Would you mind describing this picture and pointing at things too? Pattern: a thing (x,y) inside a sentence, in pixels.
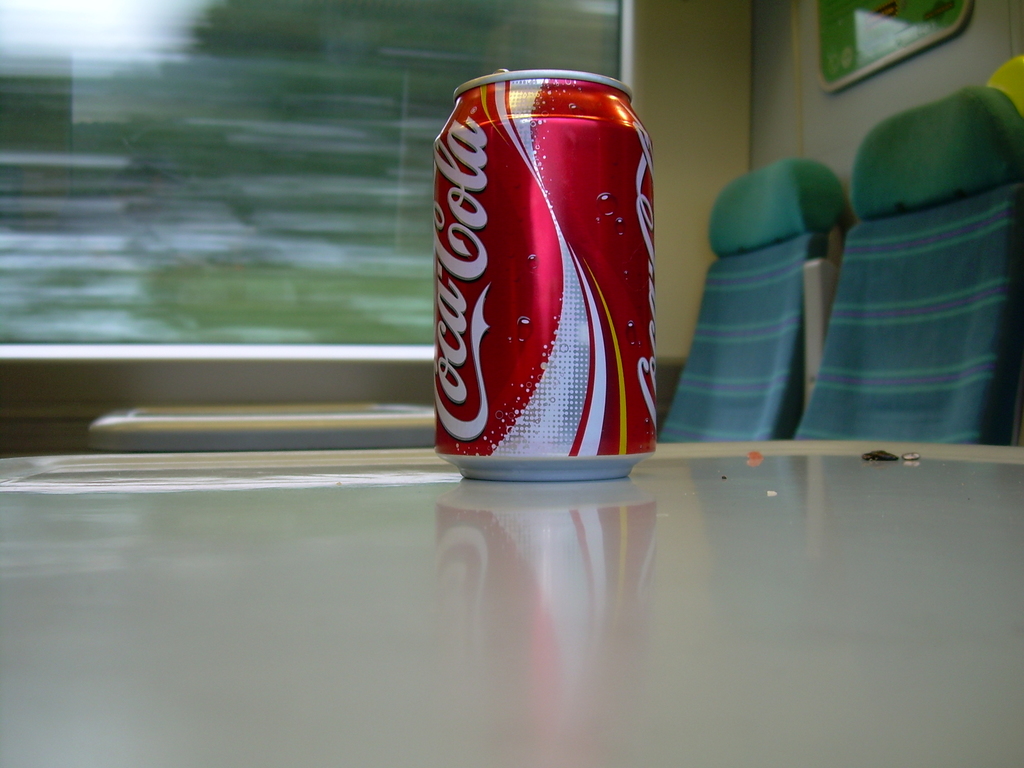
In this image I can see a red and white color tin (549,228) on the white color table (678,564). I can see two seats (894,273). They are in green color. I can see a board (878,67) attached to the wall (766,96) and a glass window (373,232).
